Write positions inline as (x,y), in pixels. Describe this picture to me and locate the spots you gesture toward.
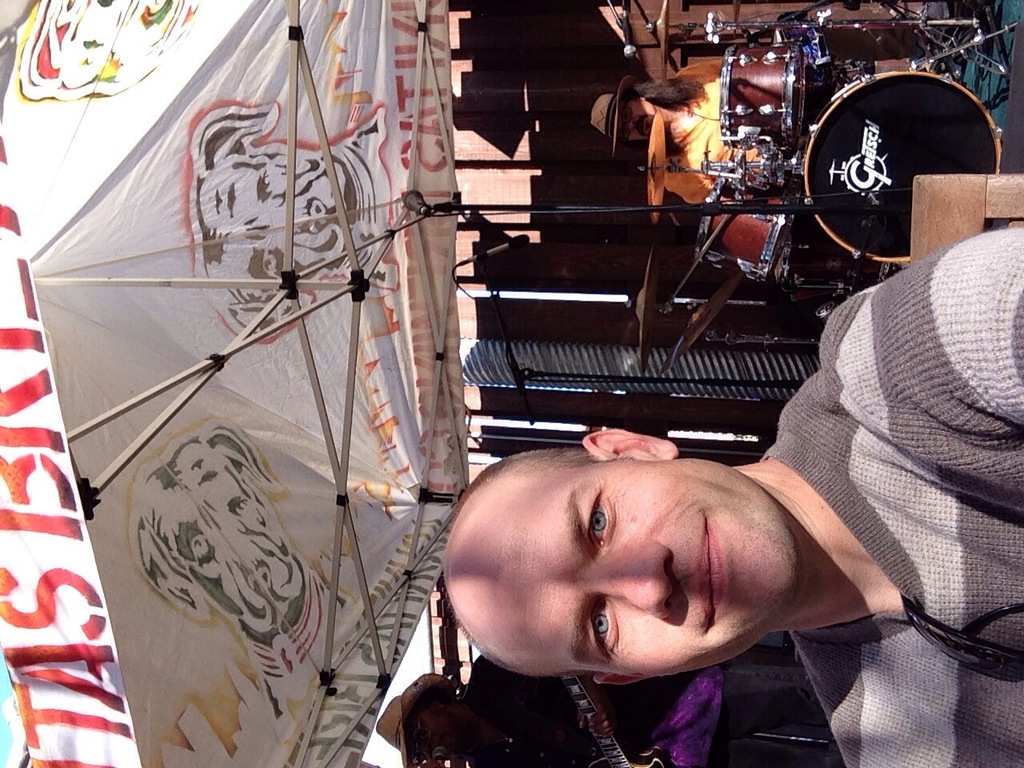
A man (754,572) is posing to camera with few musicians (604,115) playing instruments (720,251) behind him.
